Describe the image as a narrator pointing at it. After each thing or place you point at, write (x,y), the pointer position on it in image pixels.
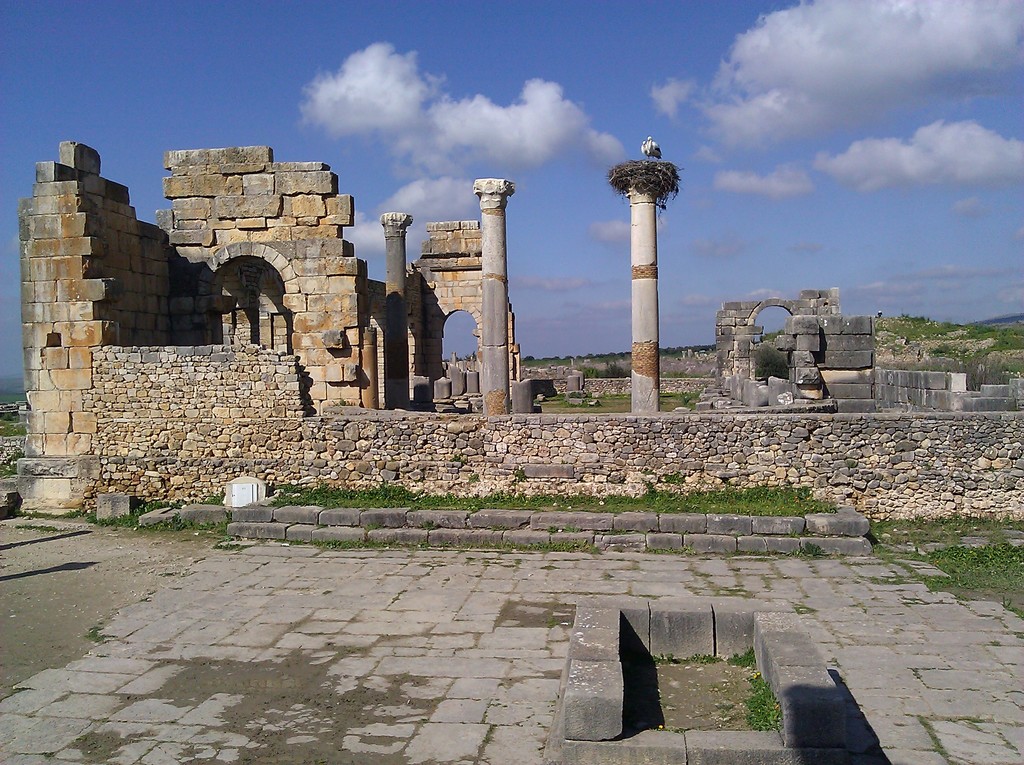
In this image I can see the ground (217,637), some grass (768,492), few walls (573,449) which are made up of rocks (175,433) and three pillars (404,306). On the pillar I can see a bird nest (649,180) and a bird (655,149) standing. In the background (910,281) I can see the sky (728,235).
